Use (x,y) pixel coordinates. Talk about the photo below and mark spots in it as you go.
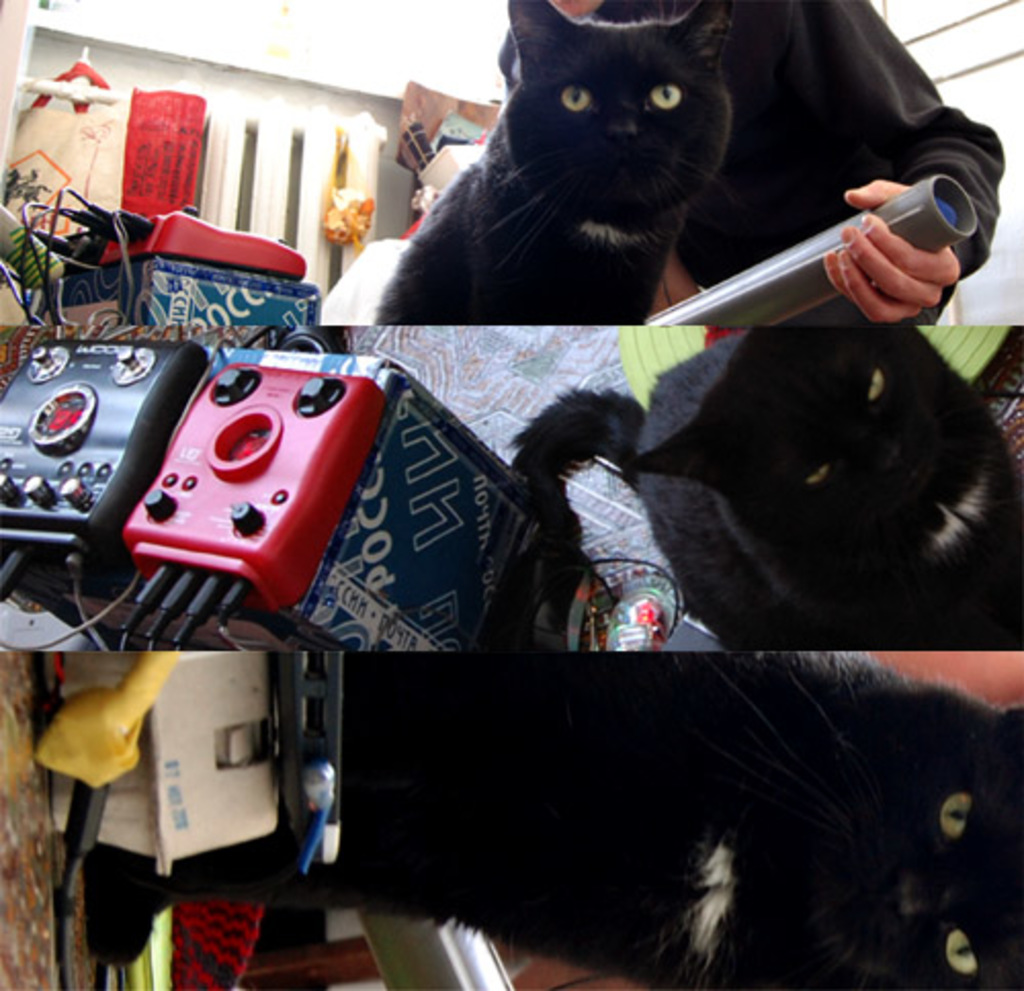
In this picture I can see collage of three pictures and in all the three pictures, I can see a black cat (637,924) and in the first picture I can see a radiator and a person (873,179) and in the second picture I can see few electronic machines (185,435).
